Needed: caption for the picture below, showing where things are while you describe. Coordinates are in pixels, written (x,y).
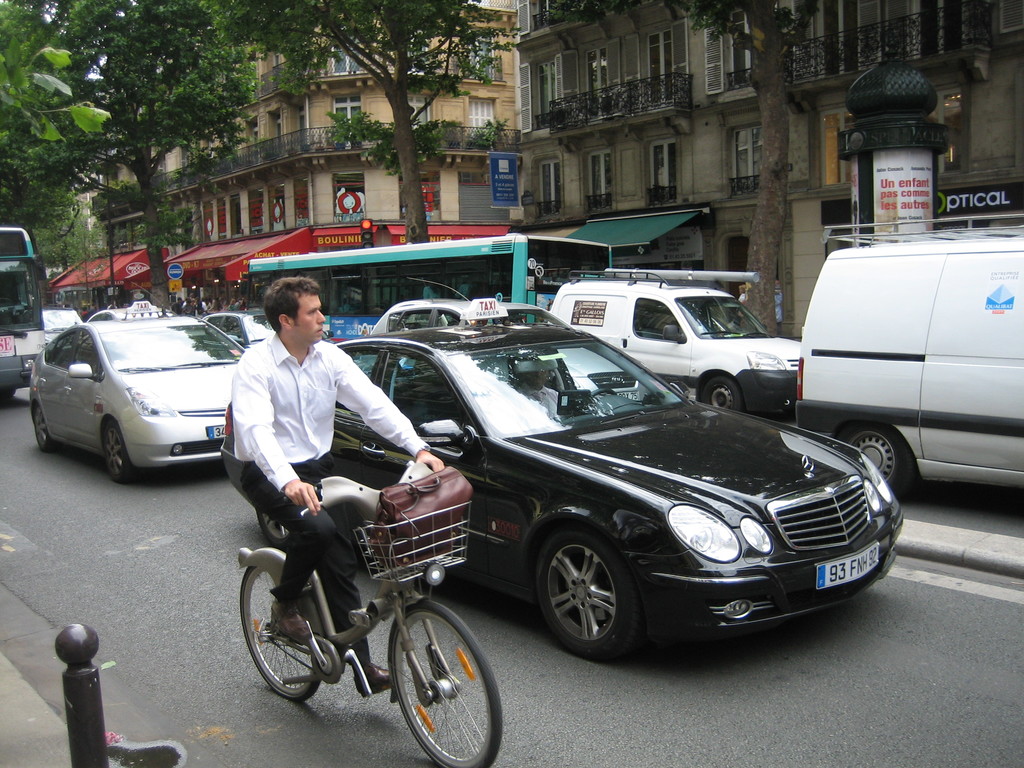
In this image there are group of vehicles (494,480) and at the middle of the image (349,380) there is a person (296,460) wearing white color shirt (289,475) riding bicycle (387,587) and at the top of the image (413,182) there are trees (146,179) and buildings (520,151).
